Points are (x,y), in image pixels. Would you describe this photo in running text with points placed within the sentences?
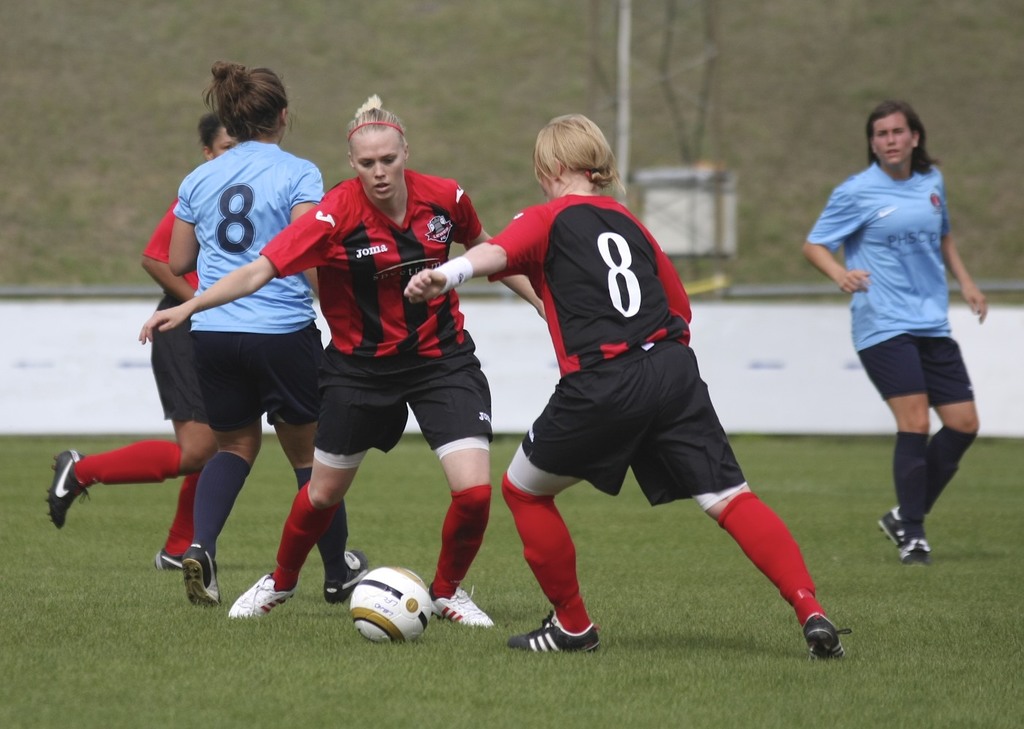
In this image we can see people (627,394) are playing on the ground (396,673). Here we can see a ball (390,584), grass (558,111), wall (701,368), pole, and an object (724,236).
